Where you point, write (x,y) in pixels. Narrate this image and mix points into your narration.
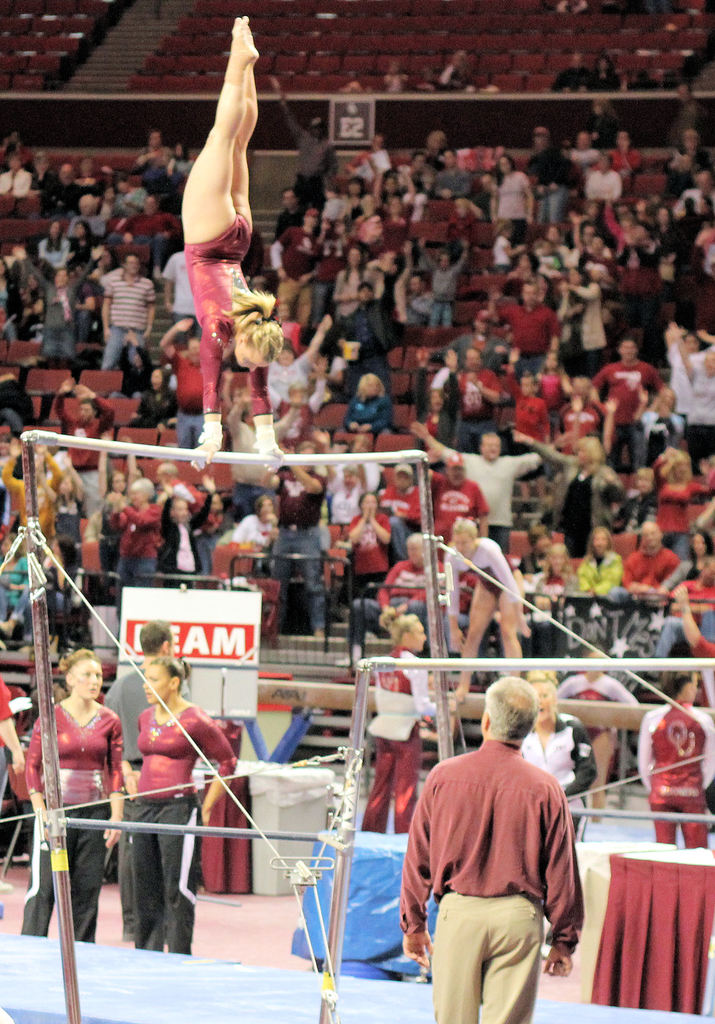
In this image there is a girl (227,253) who is standing above the bar (167,453) by holding it with the hands (206,463). In the background (494,362) there are spectators (525,417) who are watching the girl (207,440). At the bottom (186,939) there is mat (147,976) and there are few other players (381,696) who are performing the gymnastics.
